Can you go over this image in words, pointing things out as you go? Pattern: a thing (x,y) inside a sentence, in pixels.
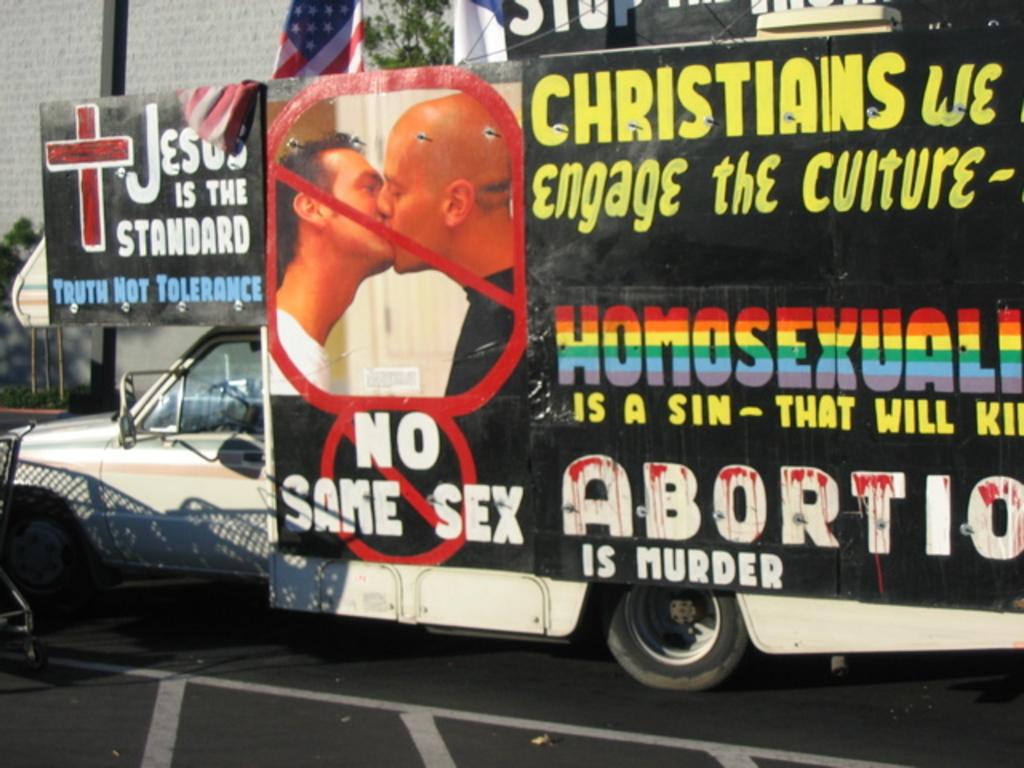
In this image I can see a banner (555,203) is attached to the vehicle (204,536). Back I can see trees (401,64), flag (354,38) and building (234,35).
